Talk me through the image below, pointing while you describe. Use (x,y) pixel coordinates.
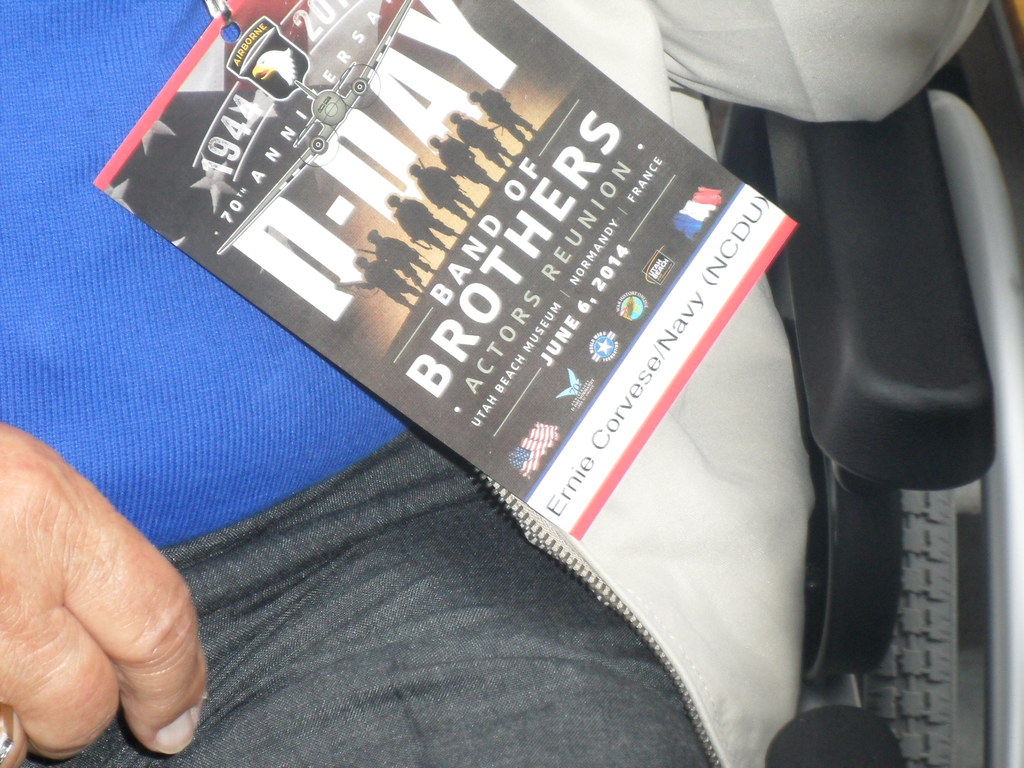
In this image, we can see a person (727,565) sitting on the chair (840,616), on the person (720,71), we can see a paper (404,382), on the paper (445,167), we can see some pictures (440,198) and text (477,380).
